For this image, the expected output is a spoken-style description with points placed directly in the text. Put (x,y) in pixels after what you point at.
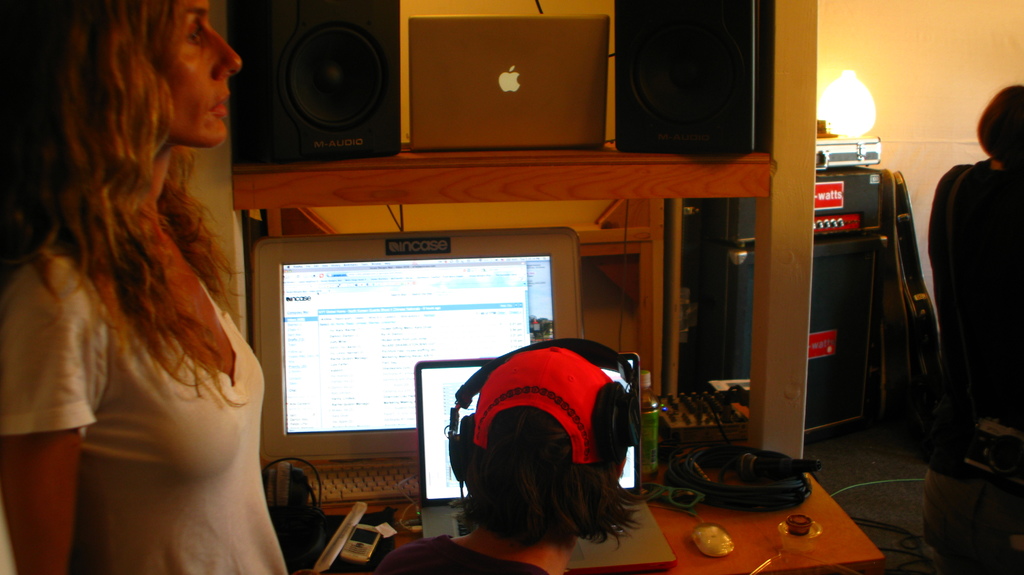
In the center of the image (549,365) there is a person (583,454) wearing a headphones (615,411) and a cap (533,400). There is a table (749,544) on which there is a laptop (431,514). There is a screen (258,262). There are other objects (352,502). In the left side of the image (112,261) there is a lady (88,248). To the right side of the image (998,123) there is a lady (949,241). There are other objects (867,263). At the bottom of the image (911,563) there is carpet (919,567).
